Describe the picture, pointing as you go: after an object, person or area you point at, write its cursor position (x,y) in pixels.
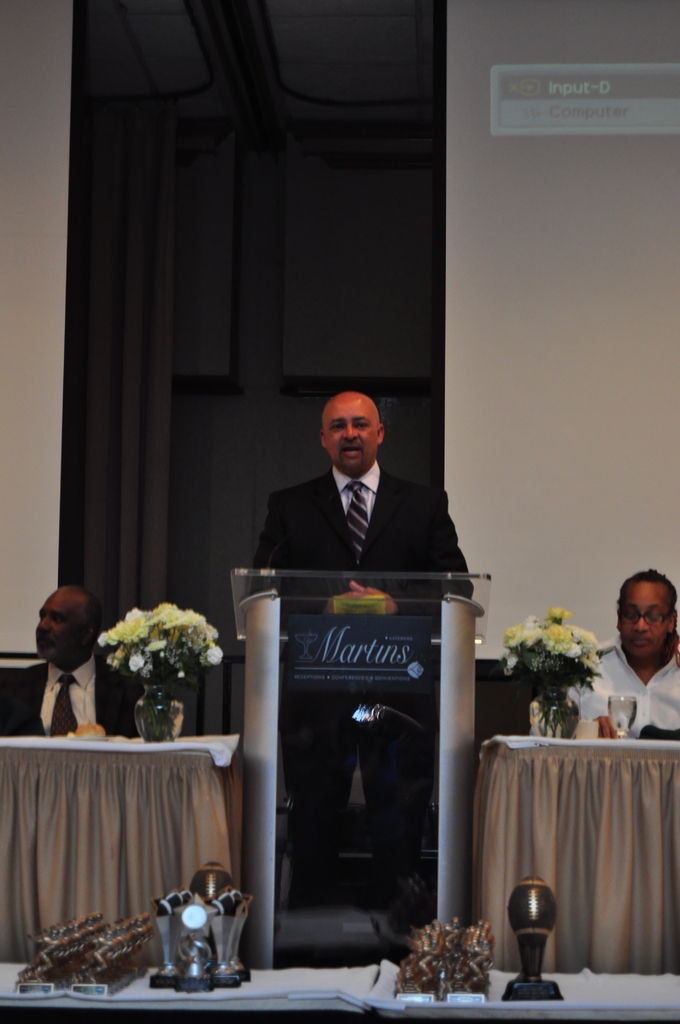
A man (360,520) is standing and speaking at a podium (382,655). There are two men (60,666) on either side of him sitting at a table (613,771). There two flower bouquets (545,662) beside them.
